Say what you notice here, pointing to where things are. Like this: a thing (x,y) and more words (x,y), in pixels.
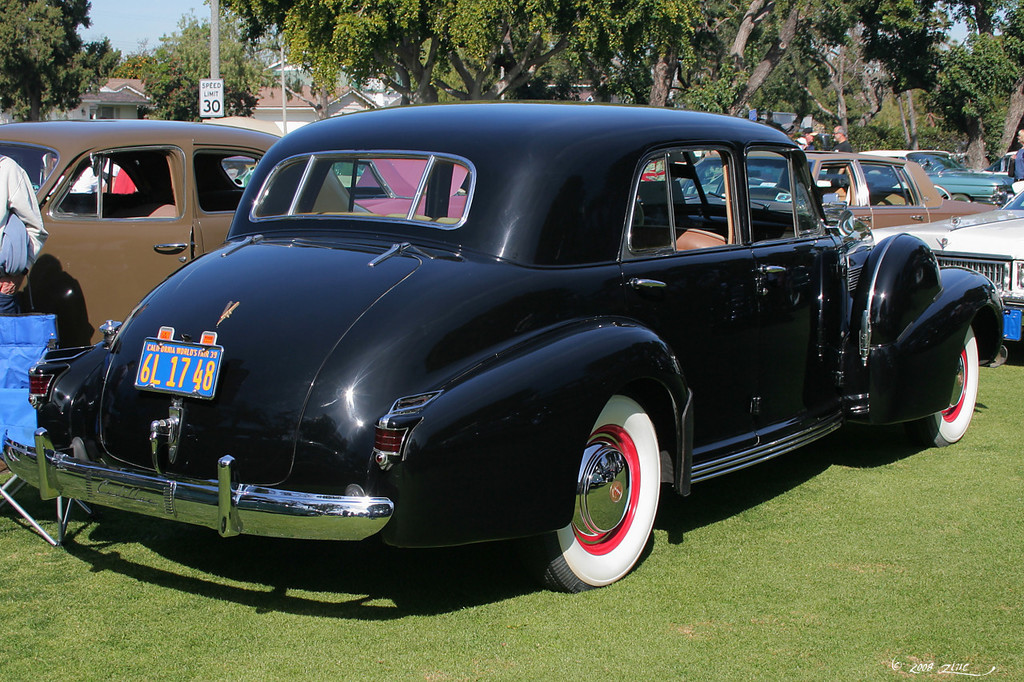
In this picture I can see few cars (324,291) and trees (672,34) and I can see few houses (267,106) and few poles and I can see a chair (16,341) and a human (17,241) standing on the side and I can see blue sky (144,32) and grass (337,550) on the ground (332,542) and I can see watermark (953,668) at the bottom right corner of the picture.
